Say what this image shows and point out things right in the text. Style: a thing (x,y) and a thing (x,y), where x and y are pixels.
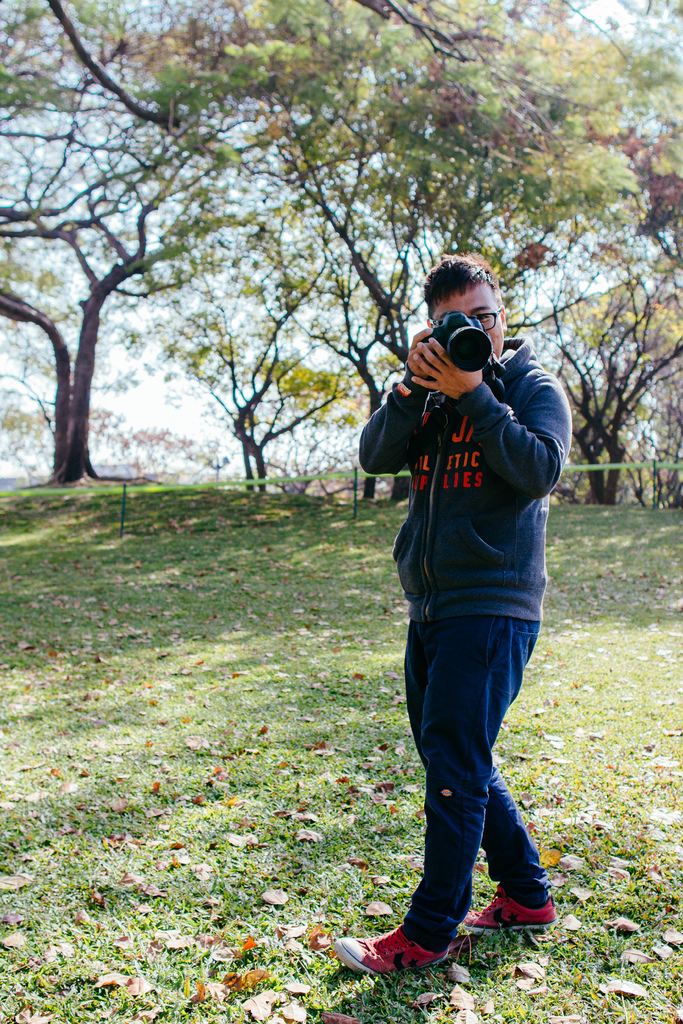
This man (440,350) wore jacket (492,509) and holding a camera (464,360). Land (394,618) is covered with grass (408,753). On this grass (296,842) there are dried leaves (264,978). Background (648,384) there are trees (473,204).
